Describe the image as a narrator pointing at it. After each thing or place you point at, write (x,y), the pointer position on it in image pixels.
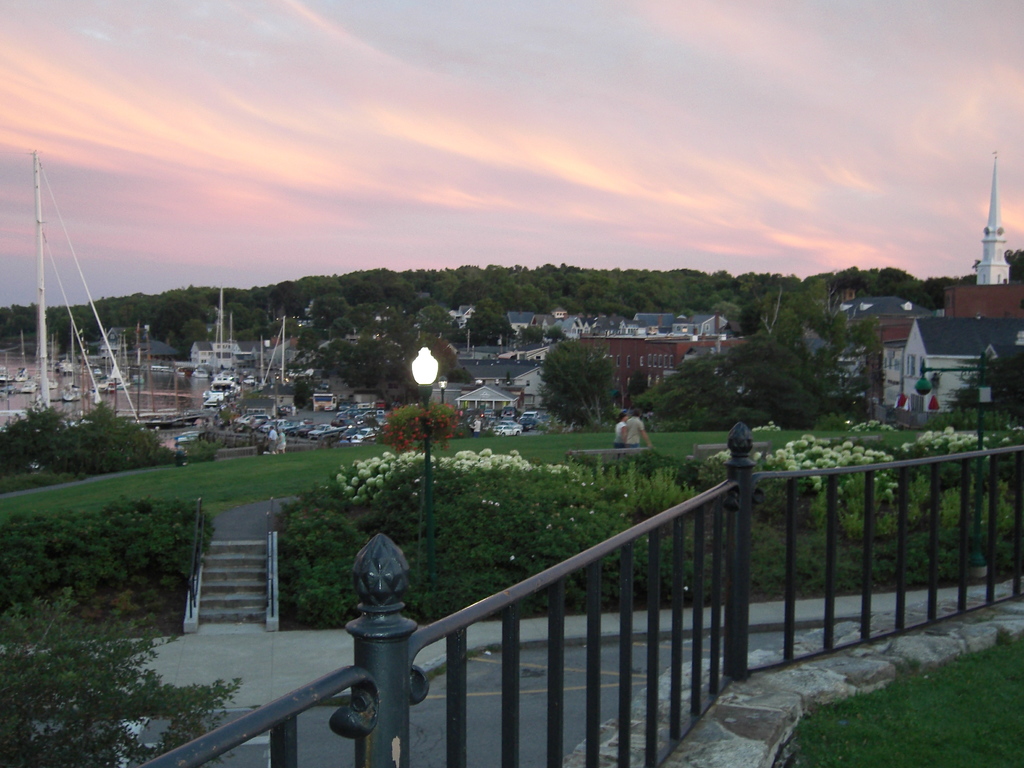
This picture looks like a garden (837,521) with trees (633,406), flowers (394,425) & plants (128,462). There is also a lamp pole (421,374).
